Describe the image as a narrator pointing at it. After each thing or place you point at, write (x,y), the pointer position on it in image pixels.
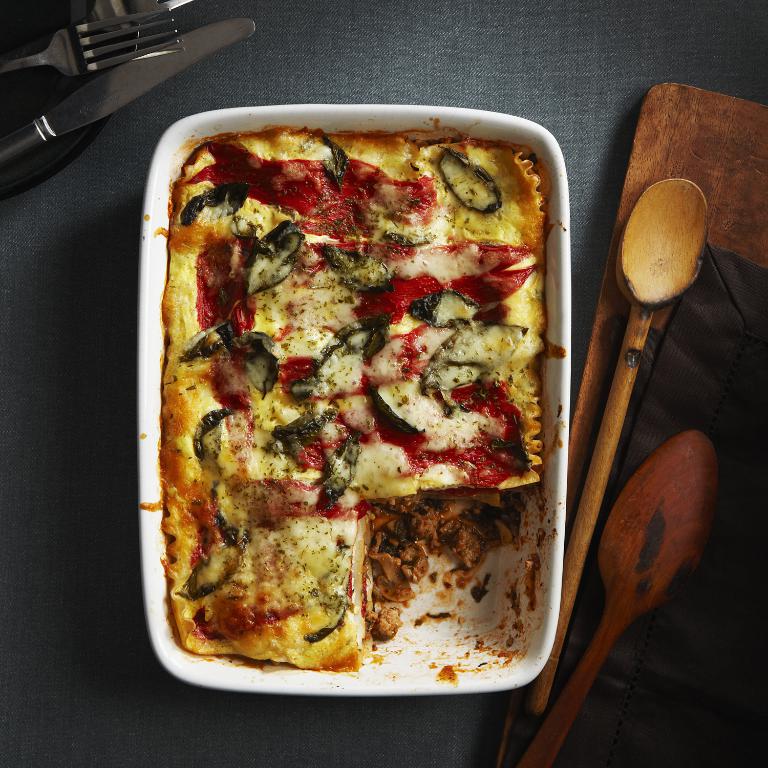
In this image there is a bowl (174,156) on an object (419,87) that looks like a cloth (551,46), there is food (321,385) in the bowl (386,334), there are wooden objects (688,431) towards the right of the image (747,149), there is a fork (96,28) towards the left of the image (81,35), there are objects (42,133) towards the left of the image (42,117).
